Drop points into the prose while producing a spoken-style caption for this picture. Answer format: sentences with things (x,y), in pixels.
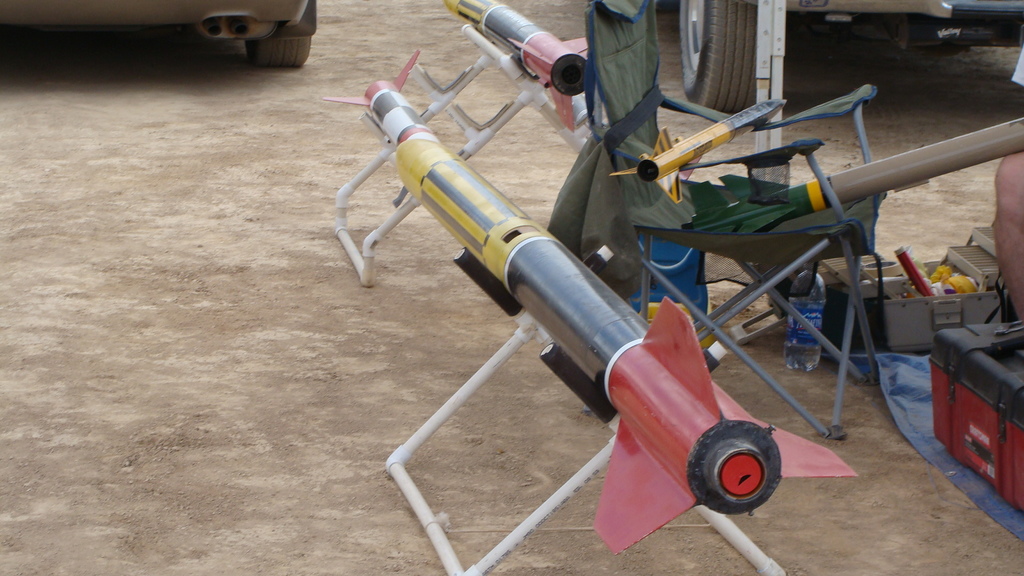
In the foreground of the picture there are rockets (620,384). On the right (978,331) there are boxes (985,285) and persons leg (1002,194). At the top (700,25) there are vehicles (146,6). In the picture there is soil (484,544).
